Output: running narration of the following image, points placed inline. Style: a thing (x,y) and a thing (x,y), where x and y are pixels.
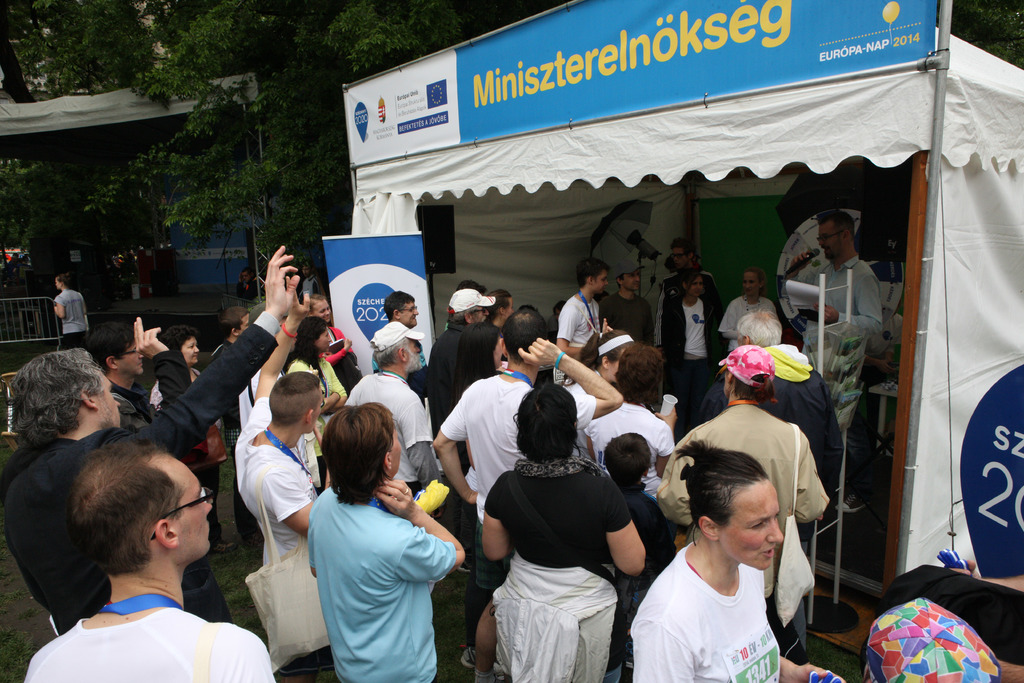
In this image, we can see a group of people (464,496) are standing. Few are holding and wearing some objects (388,328). Here there is a tent (520,196), banner (372,264), hoarding (876,56), pipes (920,331). Background (271,246) we can see trees (130,229), rods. On the right side of the image (838,284), we can see a person (826,278) is holding a microphone (809,258) and book (809,304).
